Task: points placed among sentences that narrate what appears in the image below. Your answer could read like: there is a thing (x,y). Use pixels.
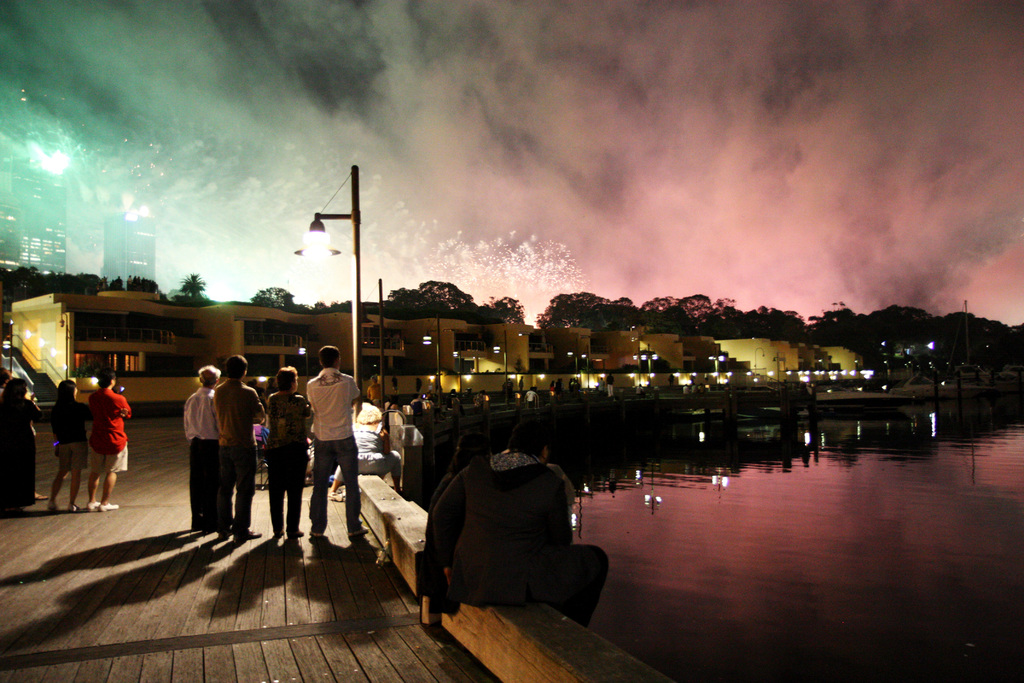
In the foreground of this image (314,506), on the left (280,443), there are people (219,421) standing and sitting on the pavement (254,539). On the right (833,520), there is water (834,505). In the middle (494,338), there are trees (883,351), buildings (143,315), and few poles (649,345). We can also see crackers (508,252) and few colorful lights (512,282) in the sky (590,115).
